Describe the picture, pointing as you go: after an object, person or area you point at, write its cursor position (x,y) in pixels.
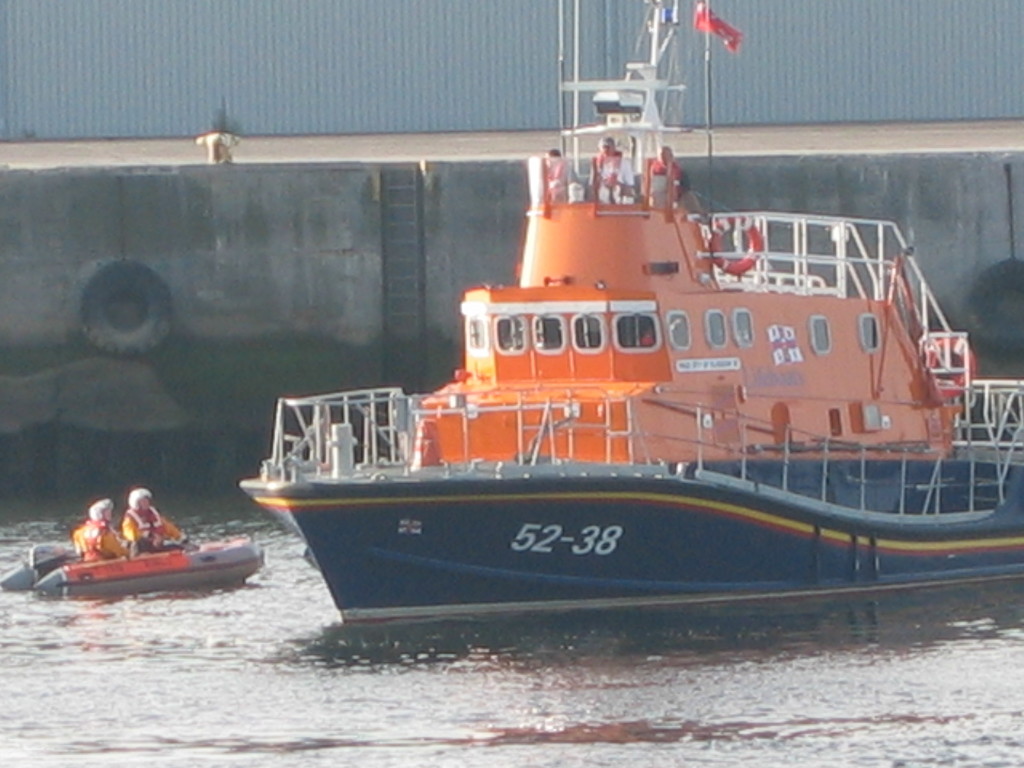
In this image we can see two persons (168,542) sitting in the water (108,620) in a boat (113,580) placed in the water (151,661). to the right side of the image (879,560) we can see a boat (473,491) with the flag (711,13) and group of poles (964,444) on it. In the background (317,56) we can see staircase (396,324) and a building (293,44).
